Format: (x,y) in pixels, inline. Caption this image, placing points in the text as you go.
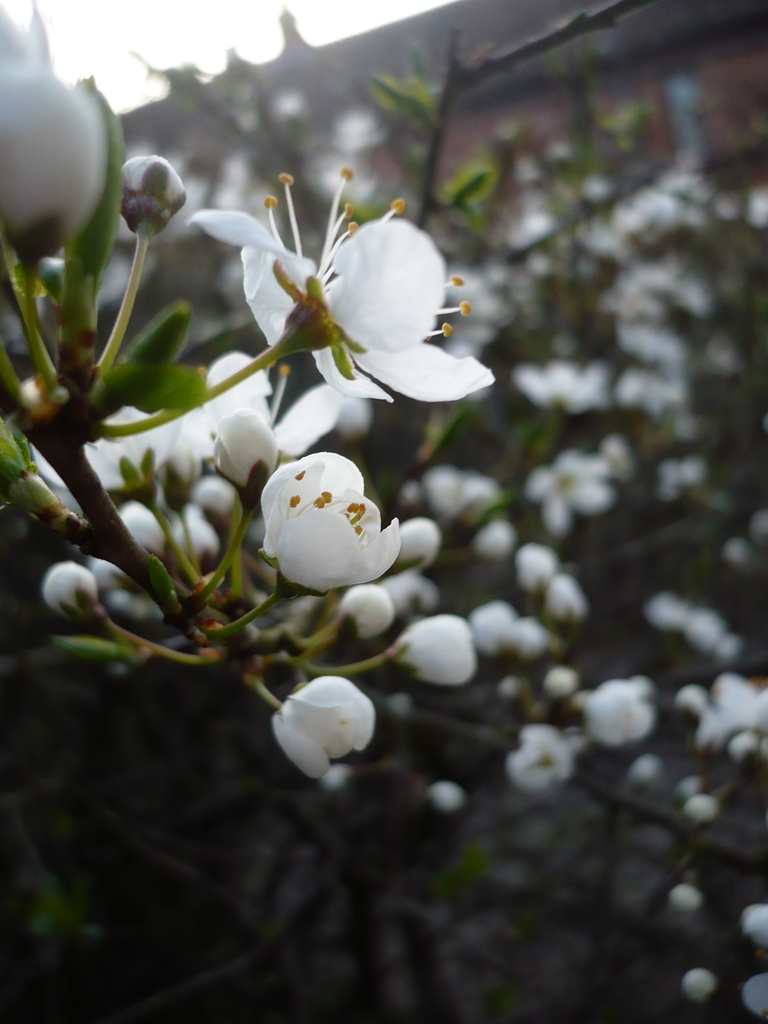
In this image I can see number of white colour flowers (302,416). I can also see this image is little bit blurry in the background (427,164).
